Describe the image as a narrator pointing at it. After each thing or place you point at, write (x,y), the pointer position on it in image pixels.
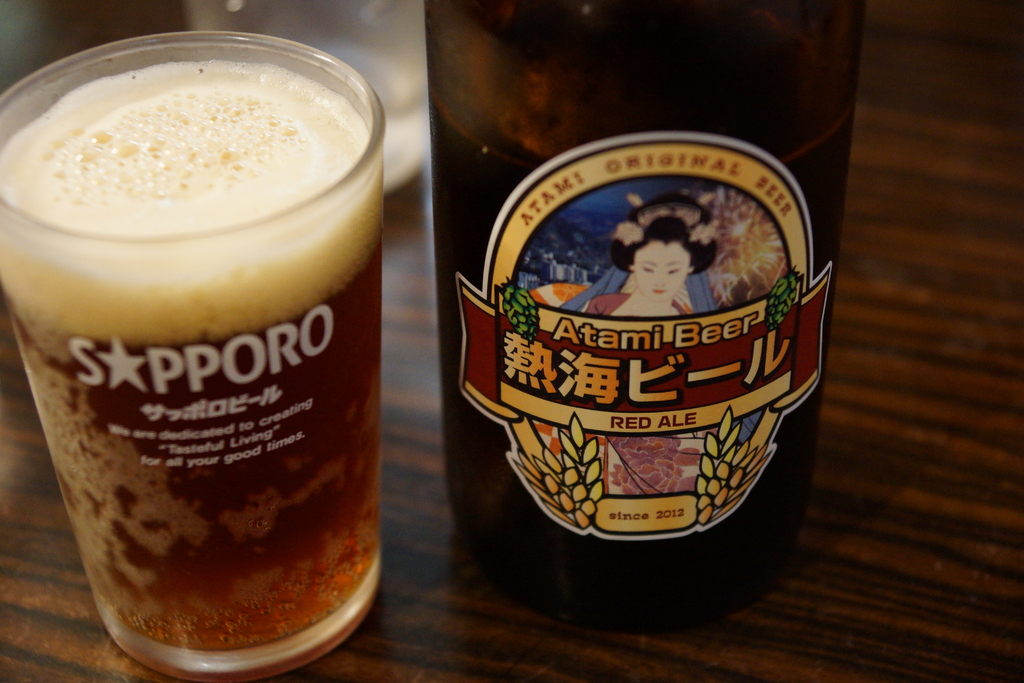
We can see glass (54,334) with drink (308,470), bottle (657,76) and we can see sticker (519,275) on this bottle (632,355).
